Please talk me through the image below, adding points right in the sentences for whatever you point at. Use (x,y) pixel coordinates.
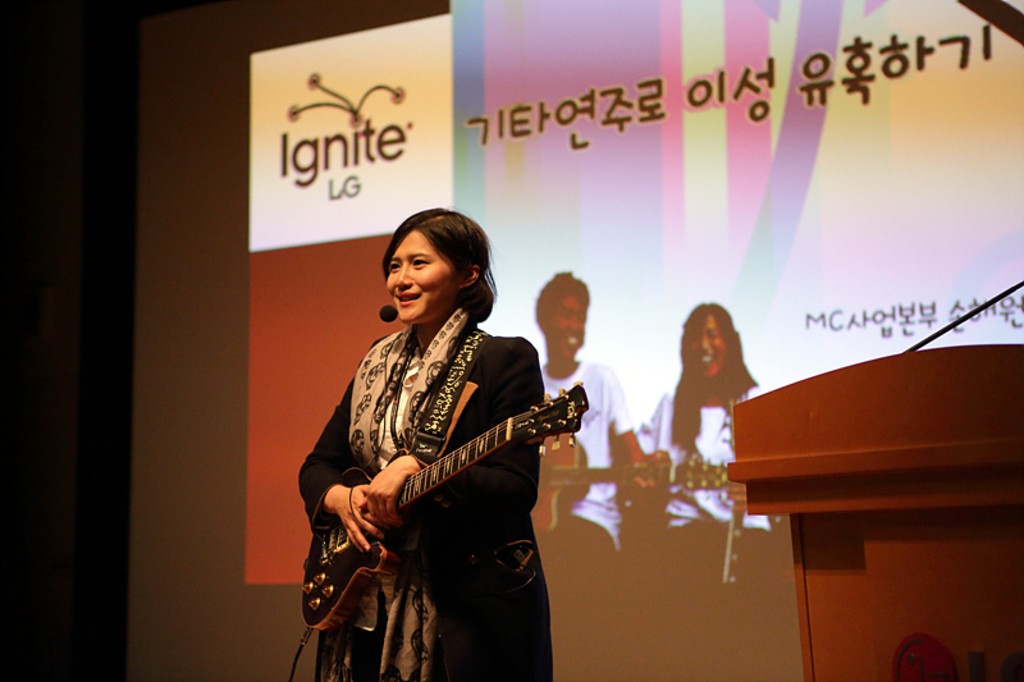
In this picture there is a woman (473,409) smiling and she is holding a guitar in the Background (634,207) there is a projector screen (629,235).
